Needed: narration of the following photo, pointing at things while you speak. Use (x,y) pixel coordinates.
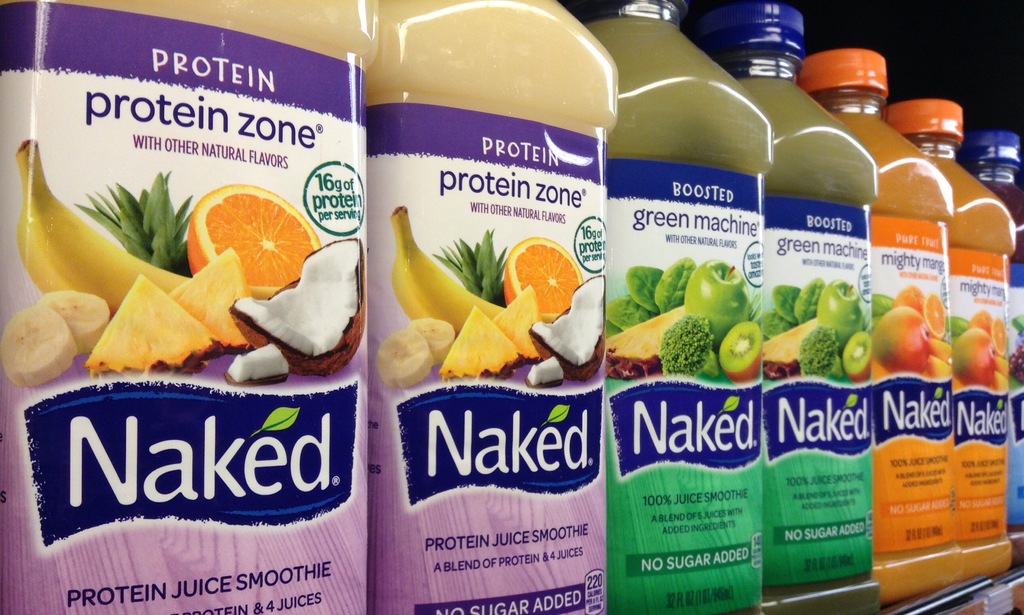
In this image there are bottles (514,203), in that bottles (411,204) there is food item (663,135).
